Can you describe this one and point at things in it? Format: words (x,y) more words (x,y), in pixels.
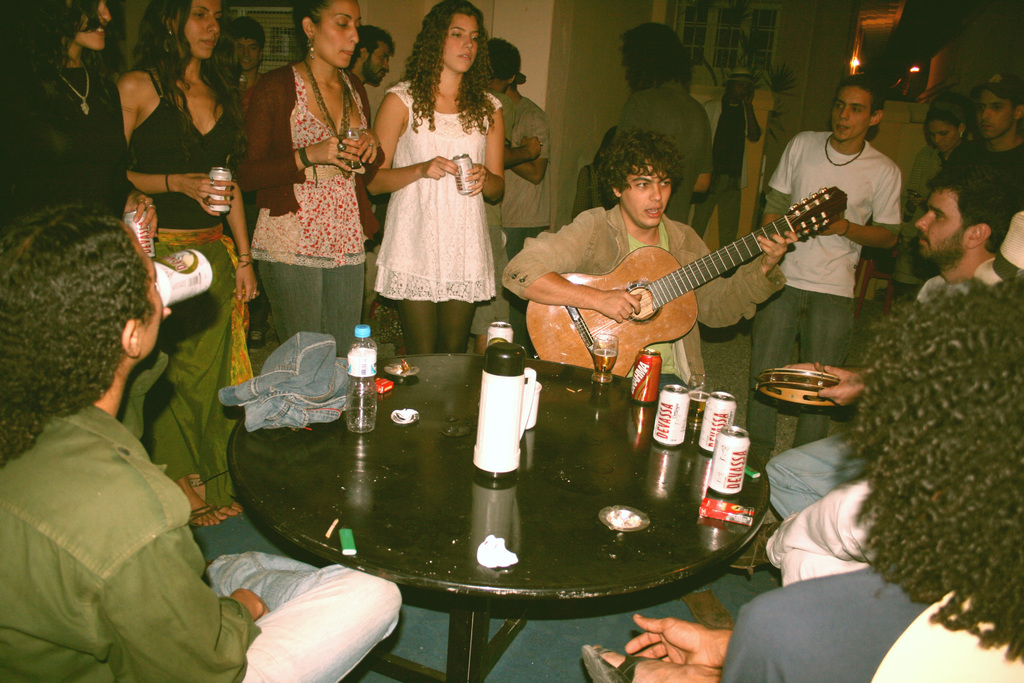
This is the picture of a group of people (327,129) among them some are standing and the people (723,282) sitting on the chairs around the table (626,396) on which there are some things (672,419) like tins (643,397), jacket (316,393).
